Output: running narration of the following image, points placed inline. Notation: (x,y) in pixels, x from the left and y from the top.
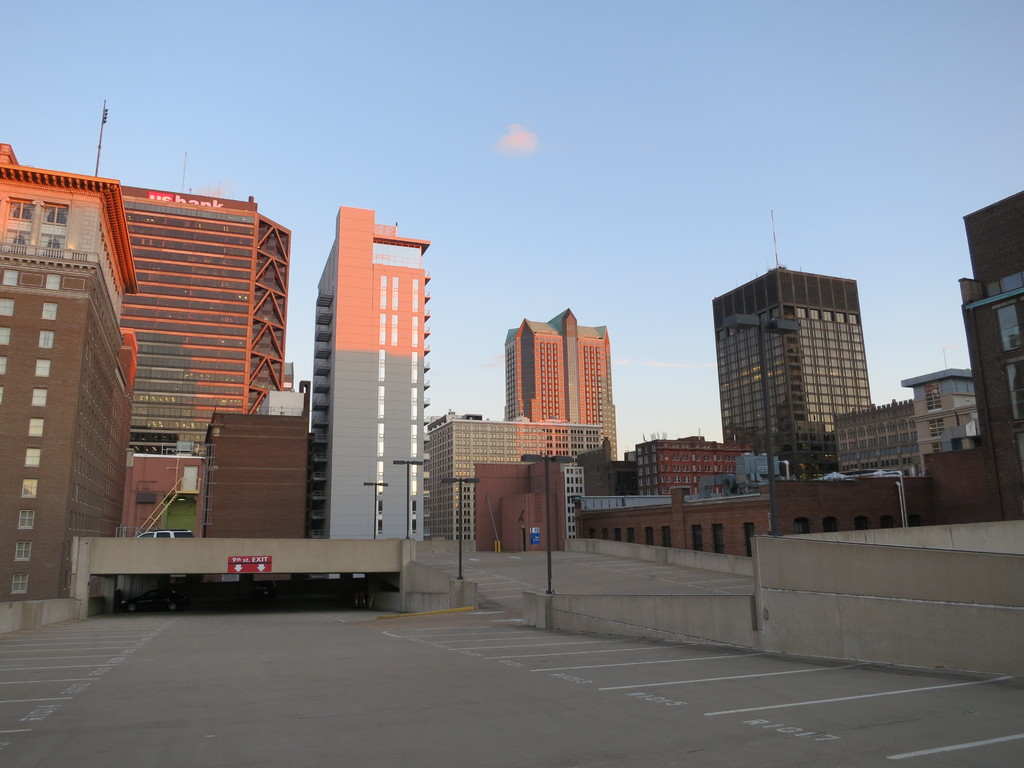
In this picture I can see vehicles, buildings (264,365), poles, lights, and in the background (434,191) there is the sky (504,202).
